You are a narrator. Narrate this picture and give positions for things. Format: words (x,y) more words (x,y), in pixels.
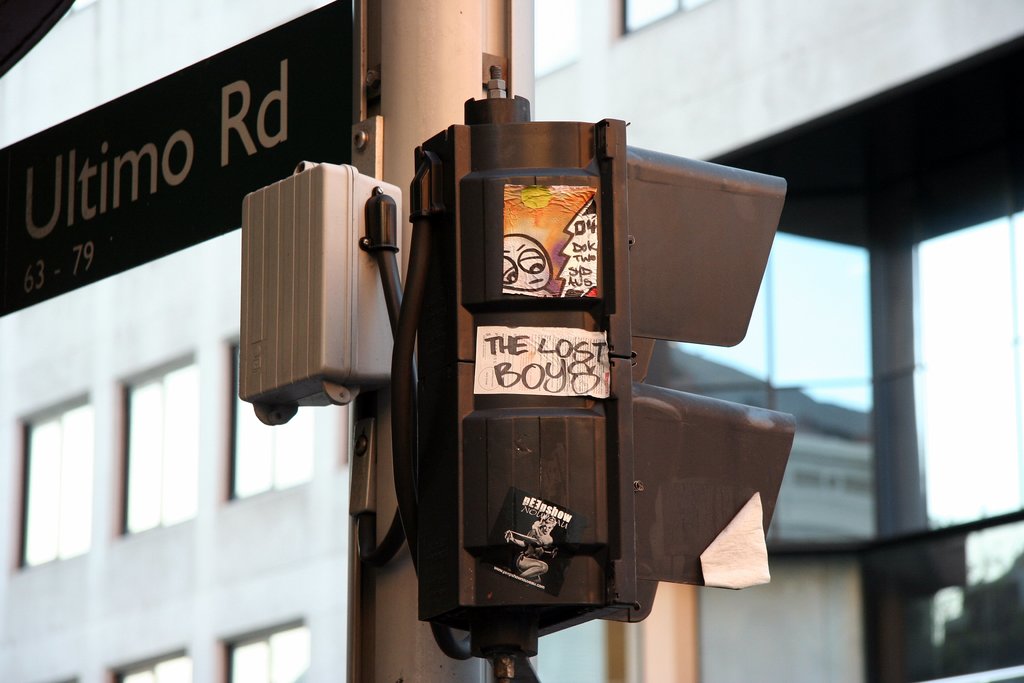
This looks like a traffic signal (713,260), which is attached to the pole (407,61). I think, this is a name board (156,201). In the background (208,458), that looks like a building (215,505) with the windows (190,657).
